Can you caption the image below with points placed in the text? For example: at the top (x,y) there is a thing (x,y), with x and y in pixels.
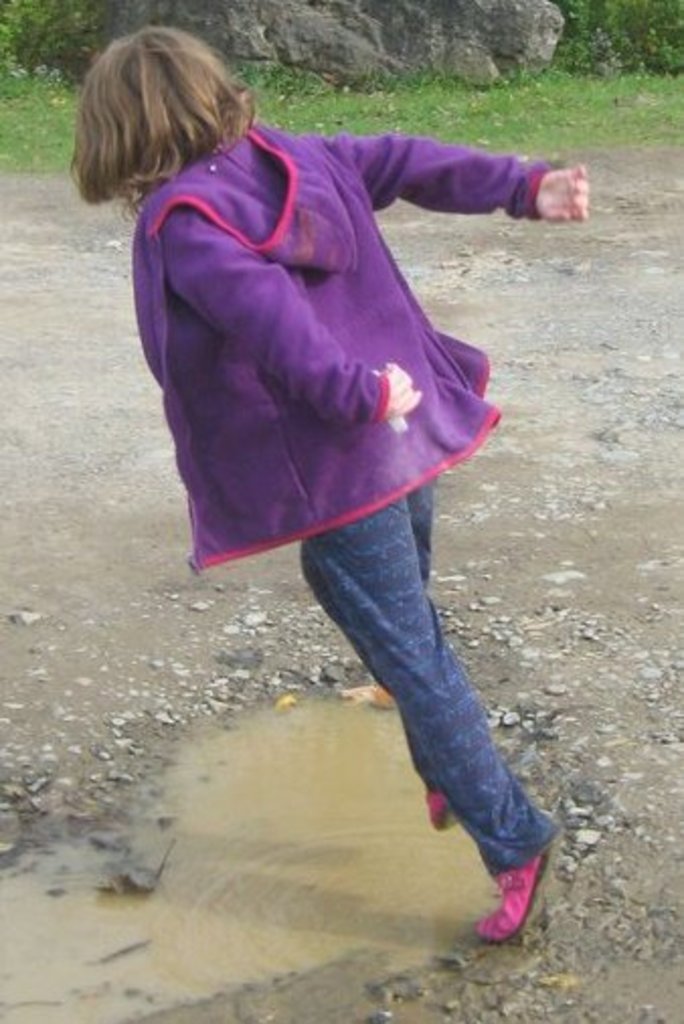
In this image we can see a person (420,653) on the ground (630,646), there are some stones (567,860), grass (419,114), water (267,771) and a rock (365,39).
